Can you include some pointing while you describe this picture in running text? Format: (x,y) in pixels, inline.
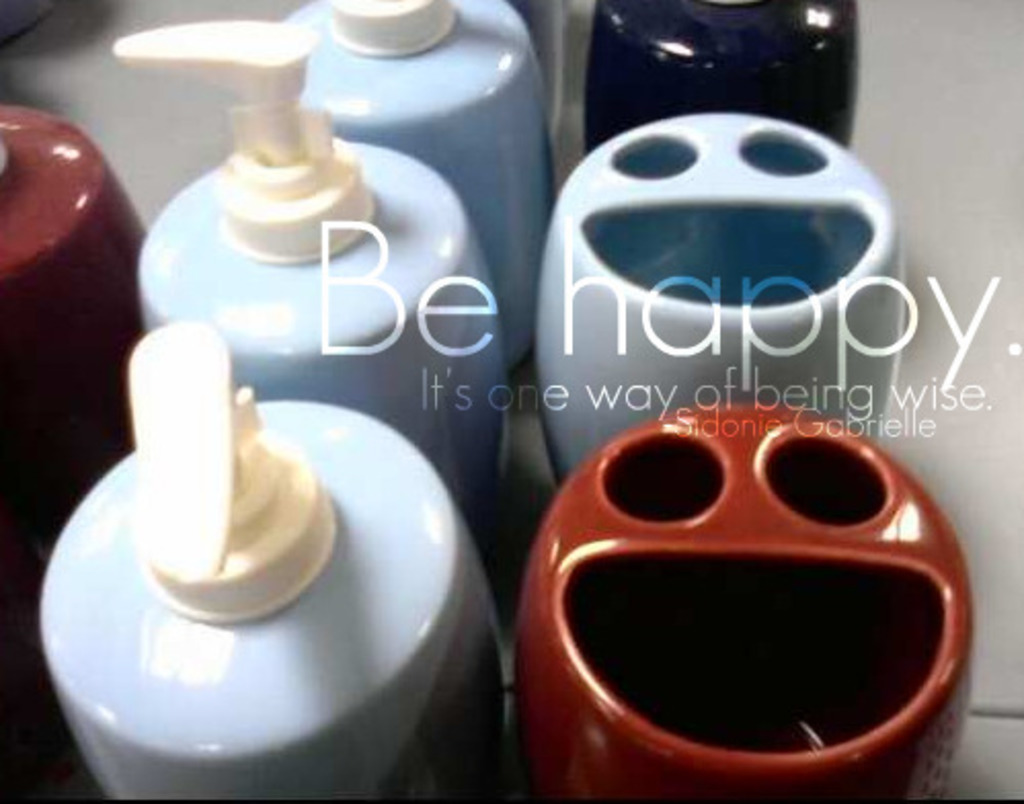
In this picture we can see there are bottles (370,401) and some objects (693,443). On the image there is a watermark (817,333).
